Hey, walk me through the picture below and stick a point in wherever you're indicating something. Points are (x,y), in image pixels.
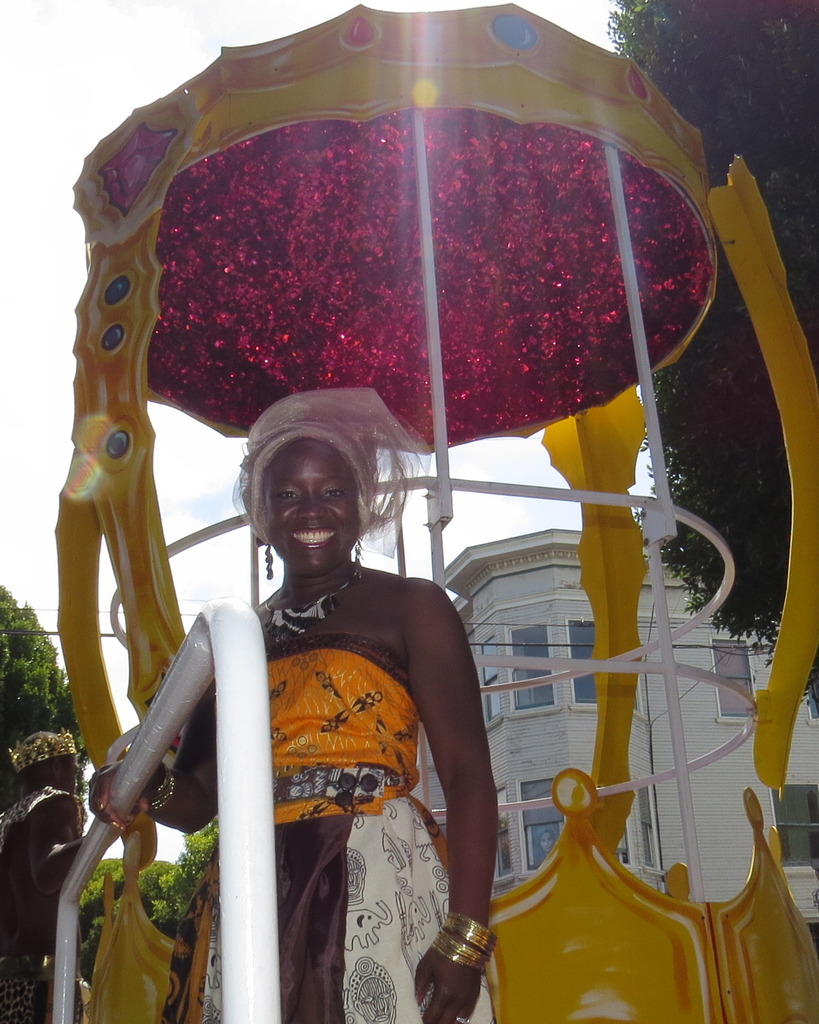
In the foreground (299,548) I can see a woman (416,646) is standing on a chariot (501,909) and is holding a metal rod (272,769) in hand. In the background (653,876) I can see trees (774,576), buildings (535,586), windows (578,640), plants (116,876), person (59,765) and the sky (163,417). This image is taken may be during a day.
